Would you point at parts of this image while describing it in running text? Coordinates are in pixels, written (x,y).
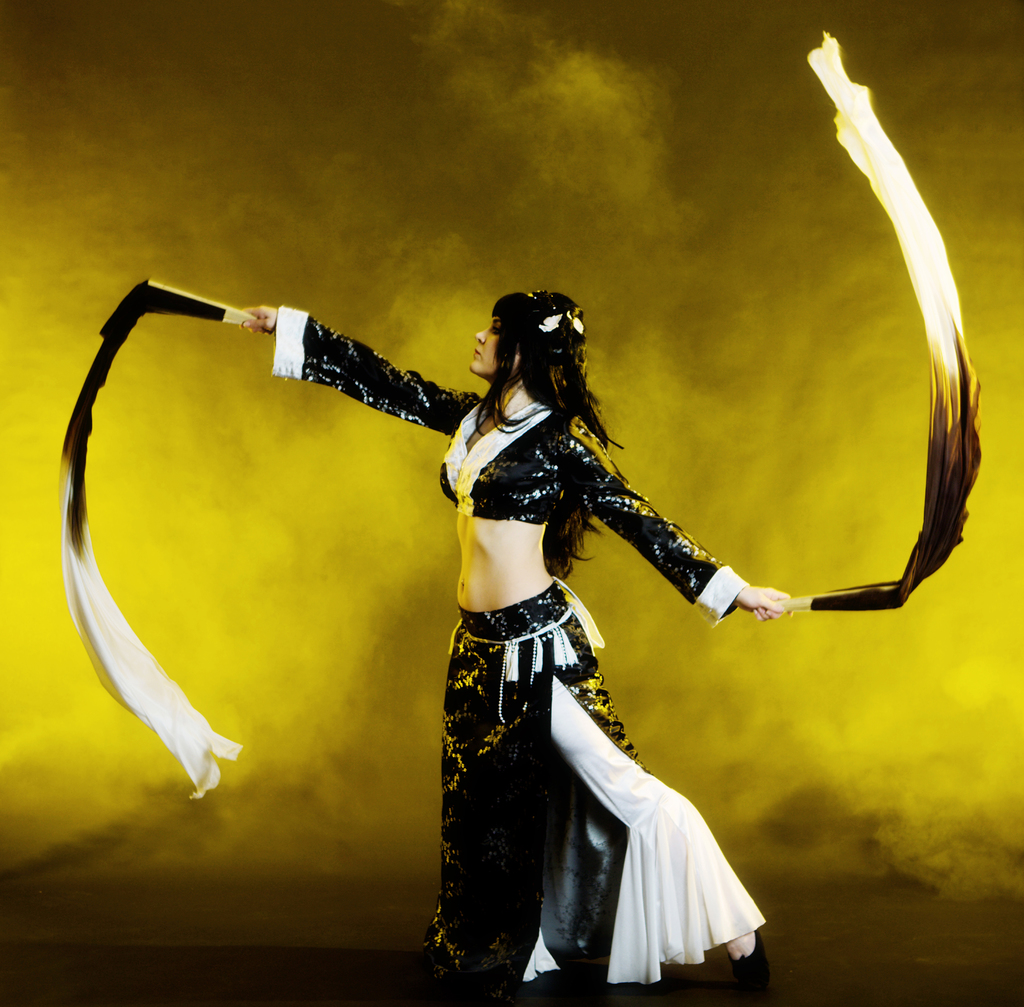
In this image, we can see a person (538,678) on the yellow background. This person (574,735) is holding clothes (953,287) with her hands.
